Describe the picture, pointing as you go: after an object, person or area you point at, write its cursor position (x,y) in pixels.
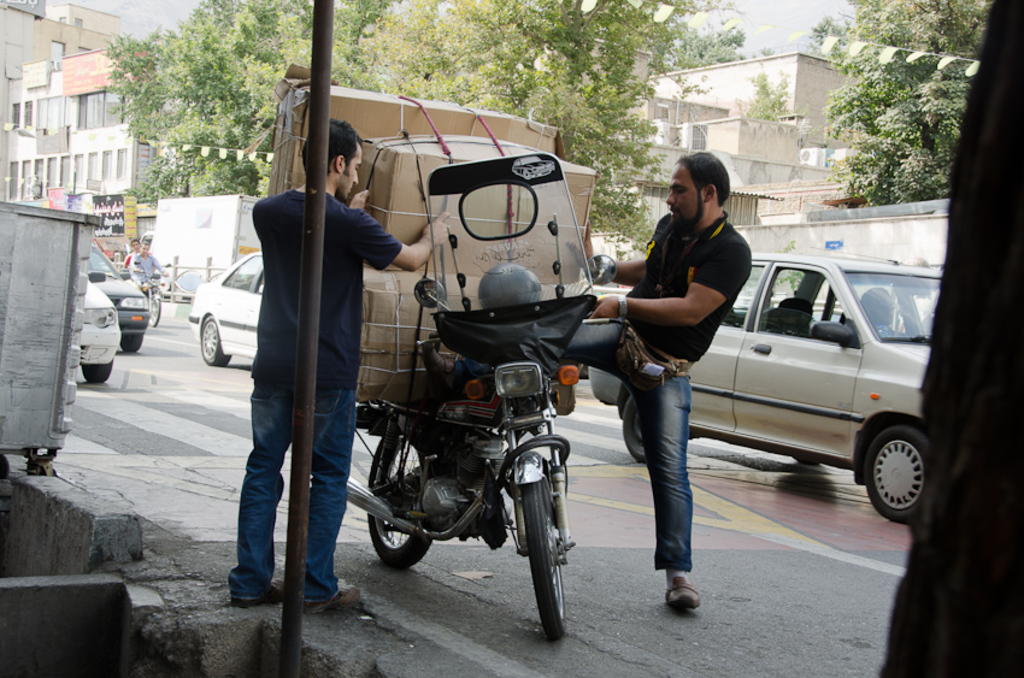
This picture is clicked on a road (529,596). In the center of the image (496,439) there is a motorbike (459,417) and two people (348,329) are standing beside it. The man (663,344) to the right of the motorbike (539,358) is about to sit on it. On the bike (514,386) there are many boxes (412,193). The car (835,381) beside the motorbike (571,252) is parked on the road (836,472). Behind the bike (501,359) there are many cars (138,338) and a motorbike (160,307). In the background (233,81) there are building (119,140), trees (230,68) and sky (758,15).
